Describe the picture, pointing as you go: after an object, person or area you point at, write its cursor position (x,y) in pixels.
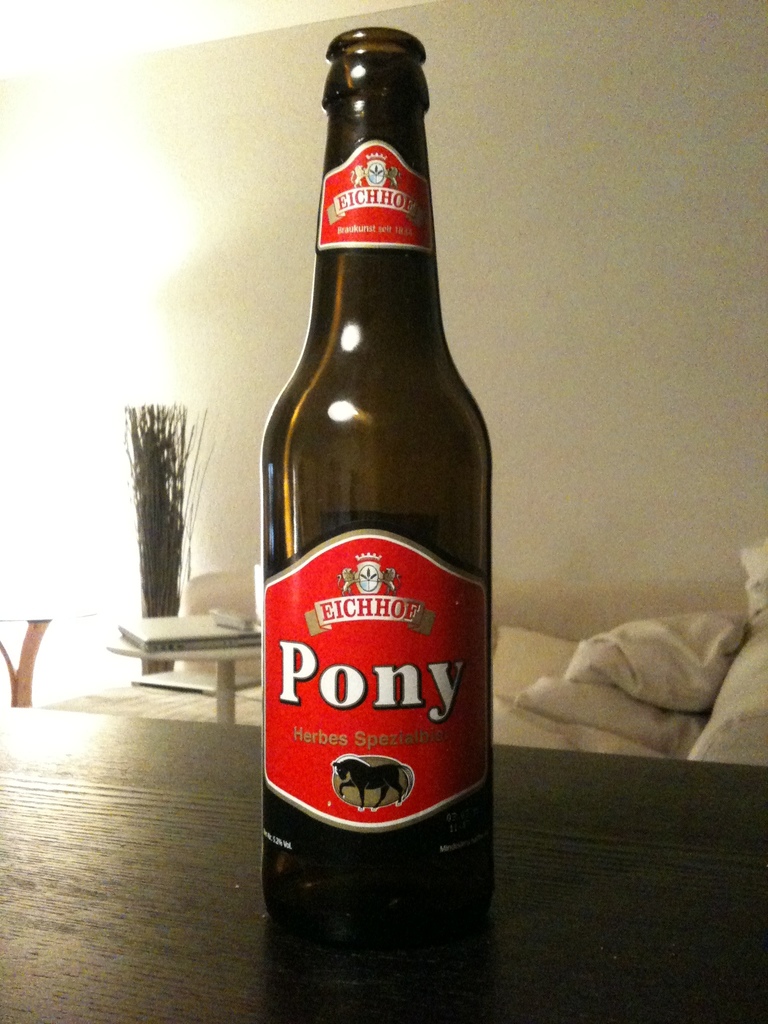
there is a glass bottle (339,434) on which pony name label (381,711) is attached. behind the bottle (440,674) there is a white wall (593,229).
